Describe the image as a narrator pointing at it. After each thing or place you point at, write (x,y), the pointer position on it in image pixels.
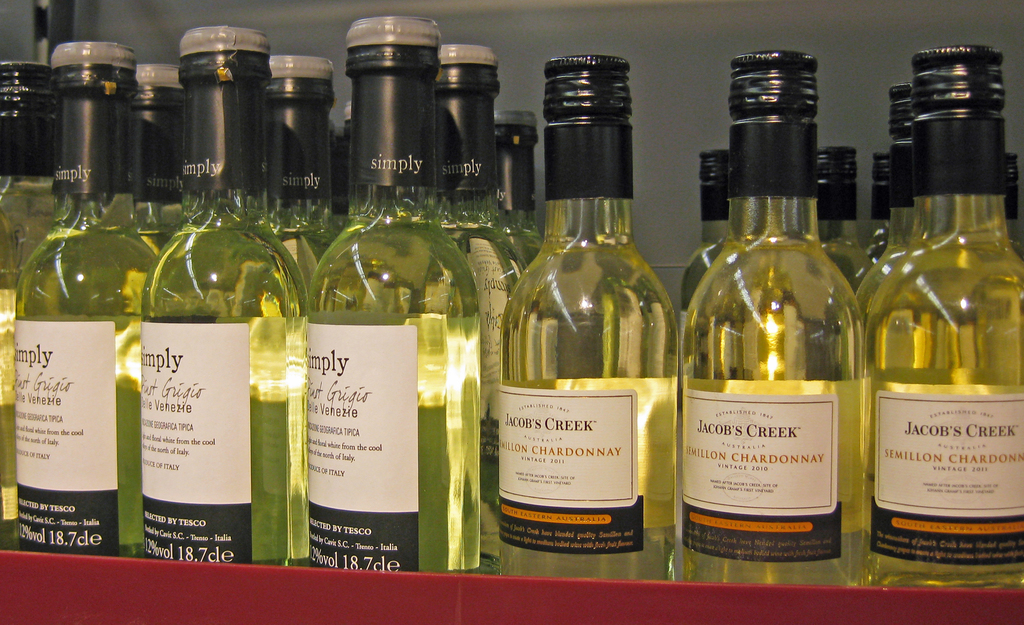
In this image we can see few bottles (655,329) and a labels (534,414) on it.
